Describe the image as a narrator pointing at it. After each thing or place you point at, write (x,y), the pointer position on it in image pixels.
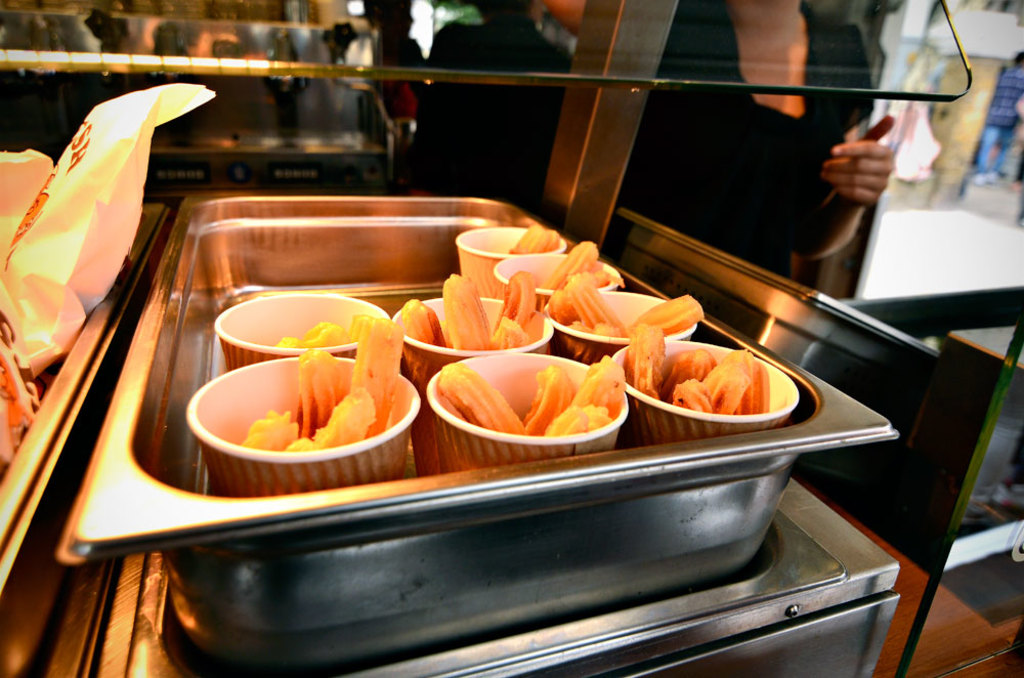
As we can see in the image there are few people (773,181), tables (864,532), tray (251,641), glasses (281,407), cover (71,283) and dishes (477,308). The background (242,112) is blurred.
